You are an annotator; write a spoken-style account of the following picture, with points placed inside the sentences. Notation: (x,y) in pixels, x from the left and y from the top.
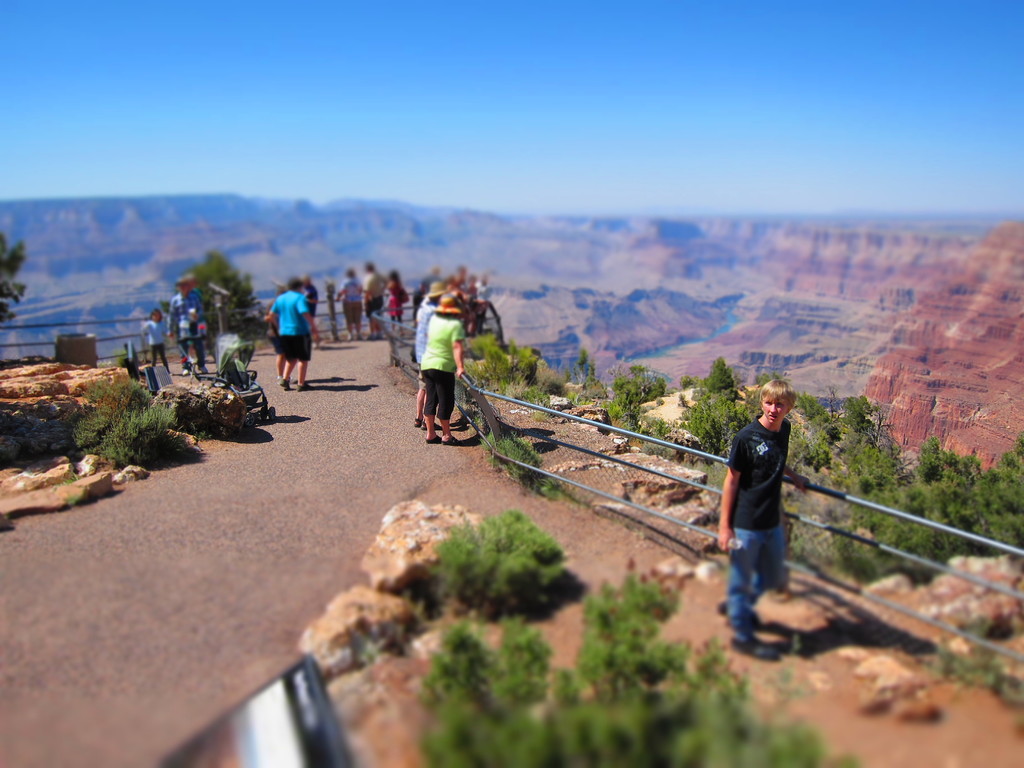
As we can see in the image there are plants (729,427), rocks (49,422), railing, few people (304,304) and hills (611,271). At the top (417,124) there is sky (506,87).
